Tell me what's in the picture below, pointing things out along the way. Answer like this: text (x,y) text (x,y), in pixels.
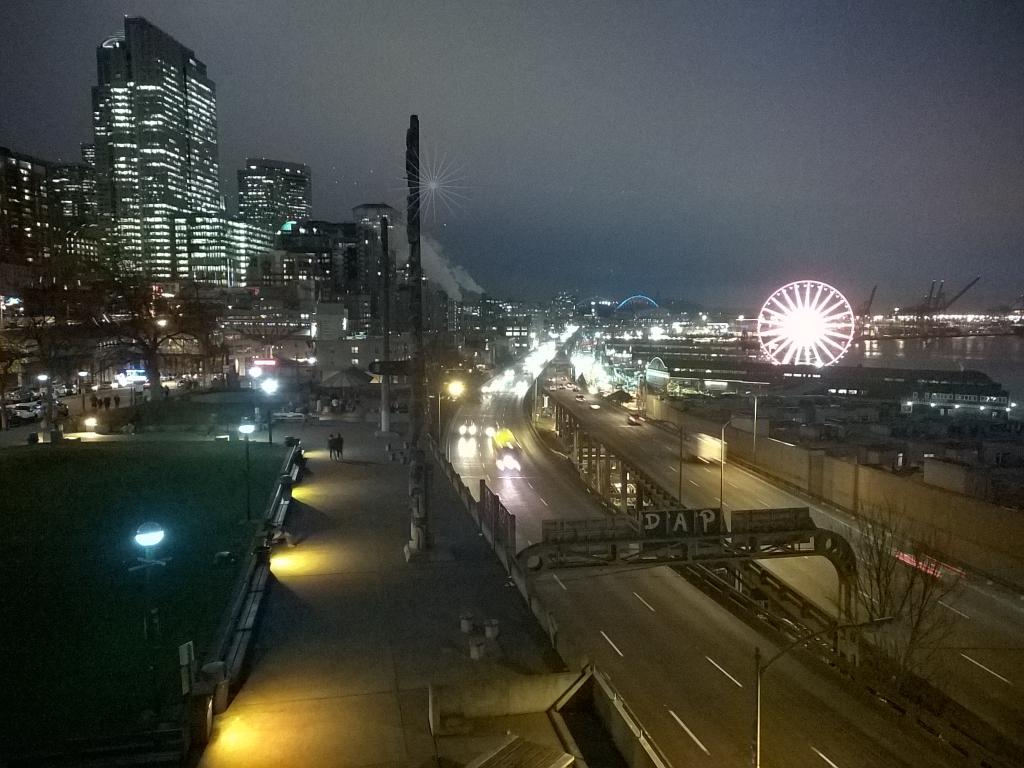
In this there is the sky (623,98), there are buildings (305,241), there is a building (24,240) truncated towards the left of the image (27,171), there are lights (456,382), there are poles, there is the grass (145,480) truncated towards the left of the image (96,527), there is the road (781,727), there are vehicles (593,406) on the road (649,451), there are houses (770,410), there is a giant wheel (803,330), there is a sea (914,349) truncated towards the right of the image (962,349), there are persons (339,438) walking, there are trees (869,531), there is an object (520,732) truncated towards the bottom of the image (533,746), there is smoke (457,278).
